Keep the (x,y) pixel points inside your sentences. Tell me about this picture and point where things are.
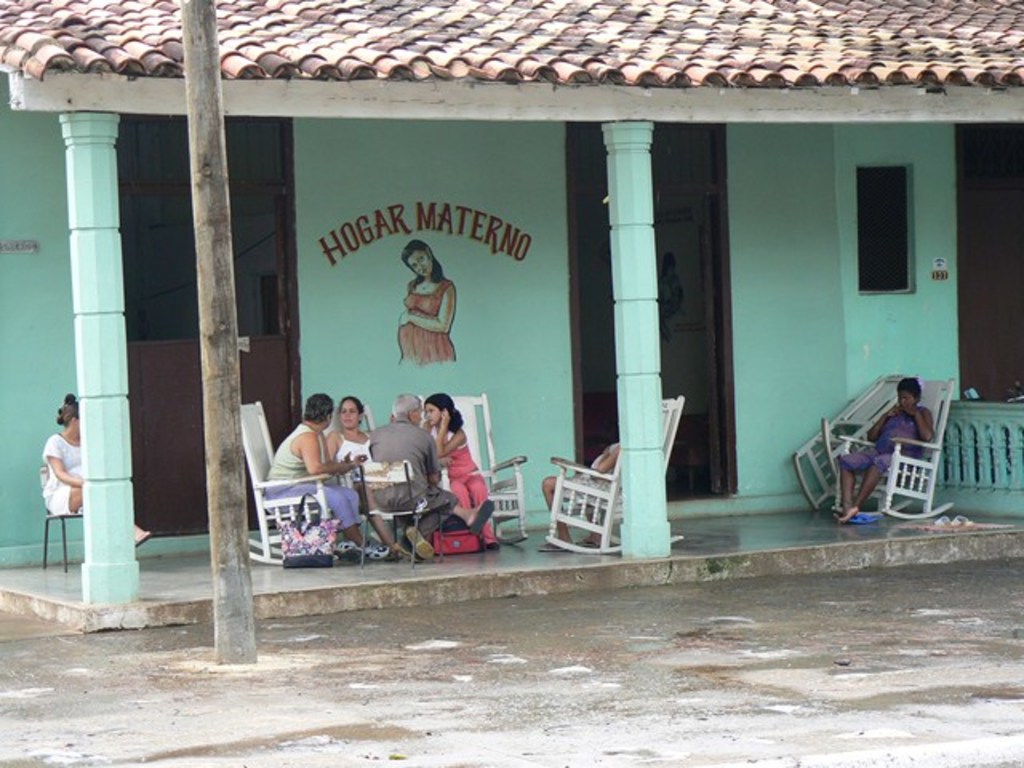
In this image I can see outside view of a building (159,277) and there are the four persons (278,479) sitting on the left side (315,429) and a person (59,462) wearing a white color shirt (69,451) she sit on the chair (63,540) and a person (872,434) wearing a blue color shirt (882,441) she sit on the chair (914,479), on the wall (478,243) there is a painting (432,303).
